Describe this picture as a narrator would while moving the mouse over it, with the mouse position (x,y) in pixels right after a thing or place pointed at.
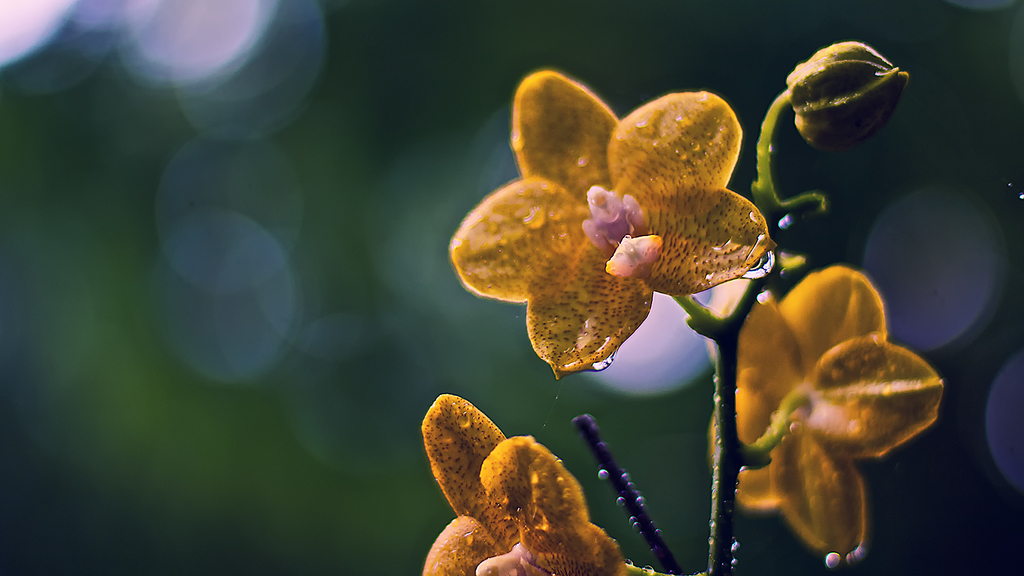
As we can see in the image in the front (875,319) there are yellow color flowers (823,369) and the background (476,25) is blurred.
